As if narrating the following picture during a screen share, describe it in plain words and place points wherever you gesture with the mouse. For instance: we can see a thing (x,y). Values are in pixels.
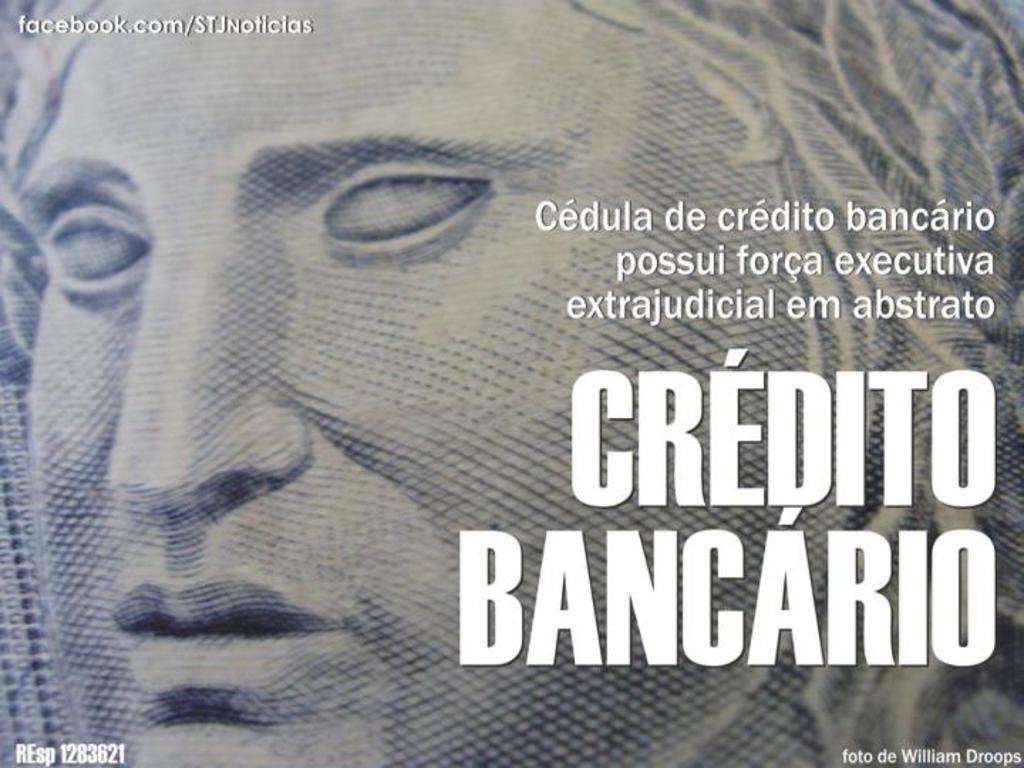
In this picture we can see a poster (263,408), on this poster (278,388) we can see a person (309,394) and some text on it.
